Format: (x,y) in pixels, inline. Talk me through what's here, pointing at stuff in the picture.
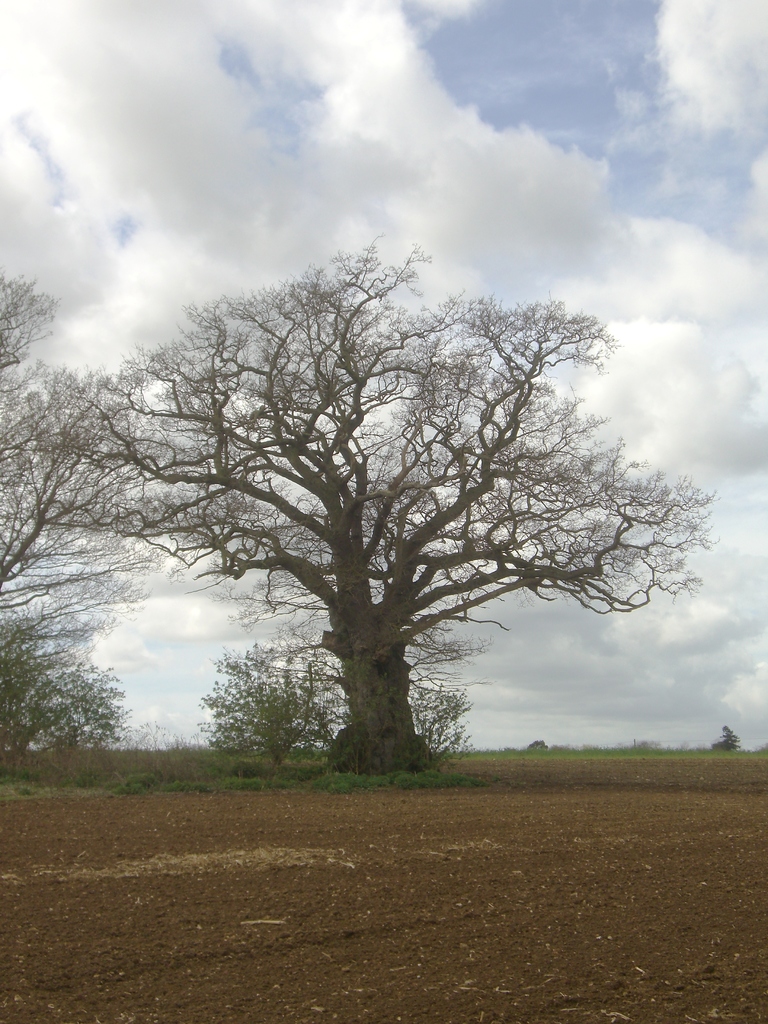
In this image at the bottom (362,881) there is sand (479,845) and grass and in the center (387,617) there are some trees (381,732) and plants (42,735), on the top of the image (474,151) there is sky (572,194).
